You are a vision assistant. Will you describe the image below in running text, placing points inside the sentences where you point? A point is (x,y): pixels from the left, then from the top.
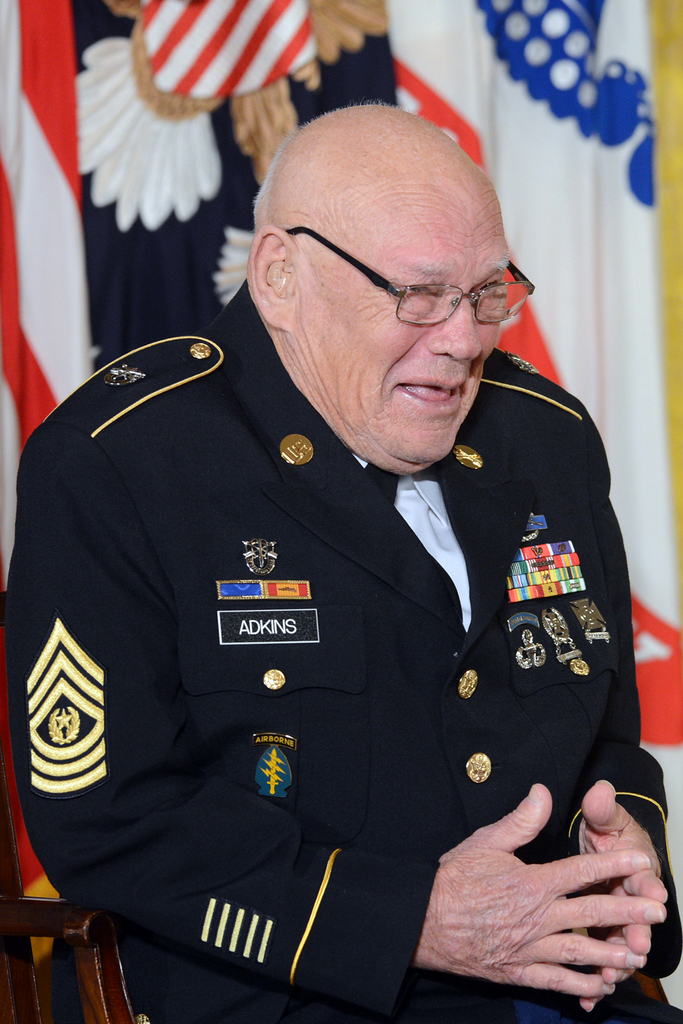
In this image, there is a person (593,450) wearing clothes (328,673) and spectacles (412,301).
